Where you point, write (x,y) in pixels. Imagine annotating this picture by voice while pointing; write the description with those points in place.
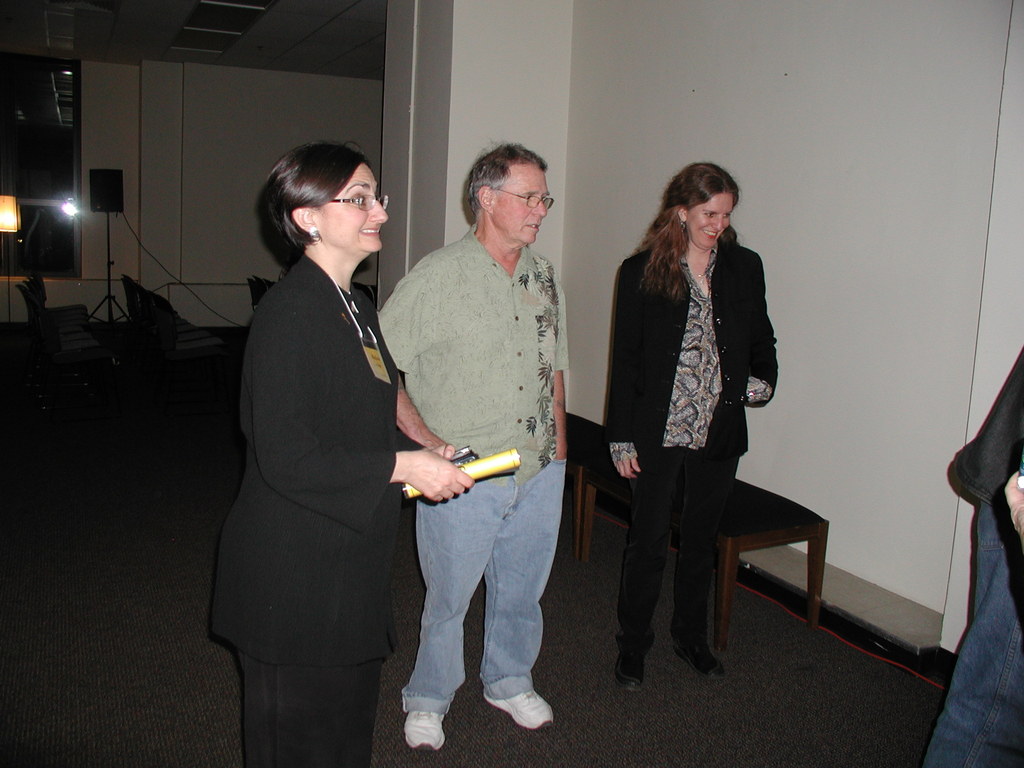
In this picture I can see few people (495,439) are standing, among them one woman (443,480) is holding some papers (411,490), side we can see some chairs (768,501), behind we can see some chairs (83,305), speaker boxes (100,196) in a room (150,220).
